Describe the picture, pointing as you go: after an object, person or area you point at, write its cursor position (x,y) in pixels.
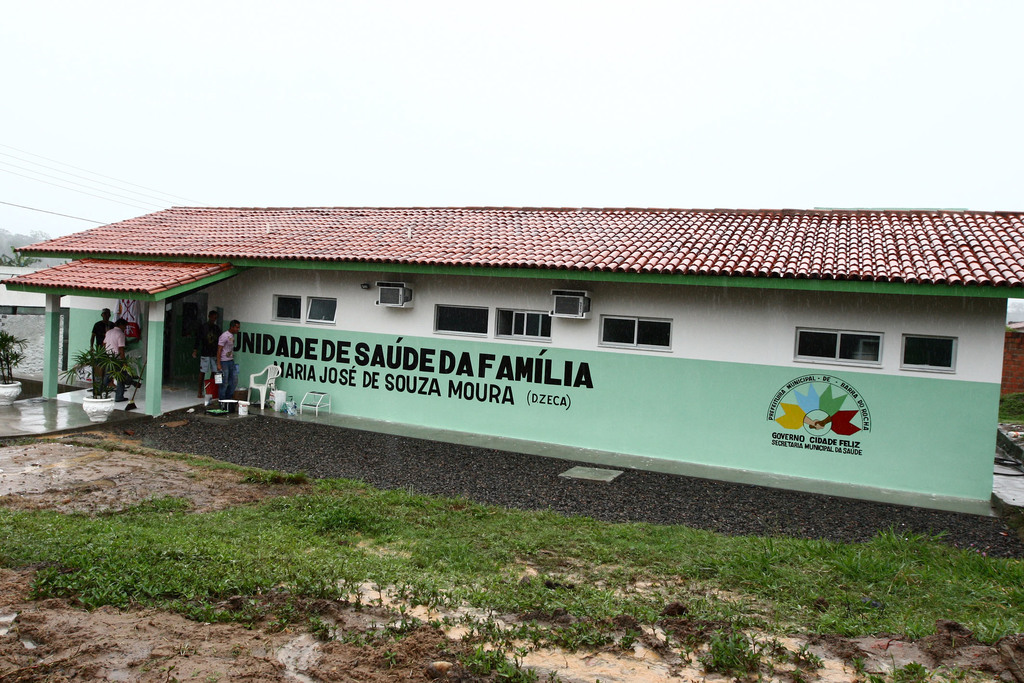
In this picture we can see a house (317,363), we can see few people (229,379) are standing at the entrances (47,394), side we can see some grass (398,565).
